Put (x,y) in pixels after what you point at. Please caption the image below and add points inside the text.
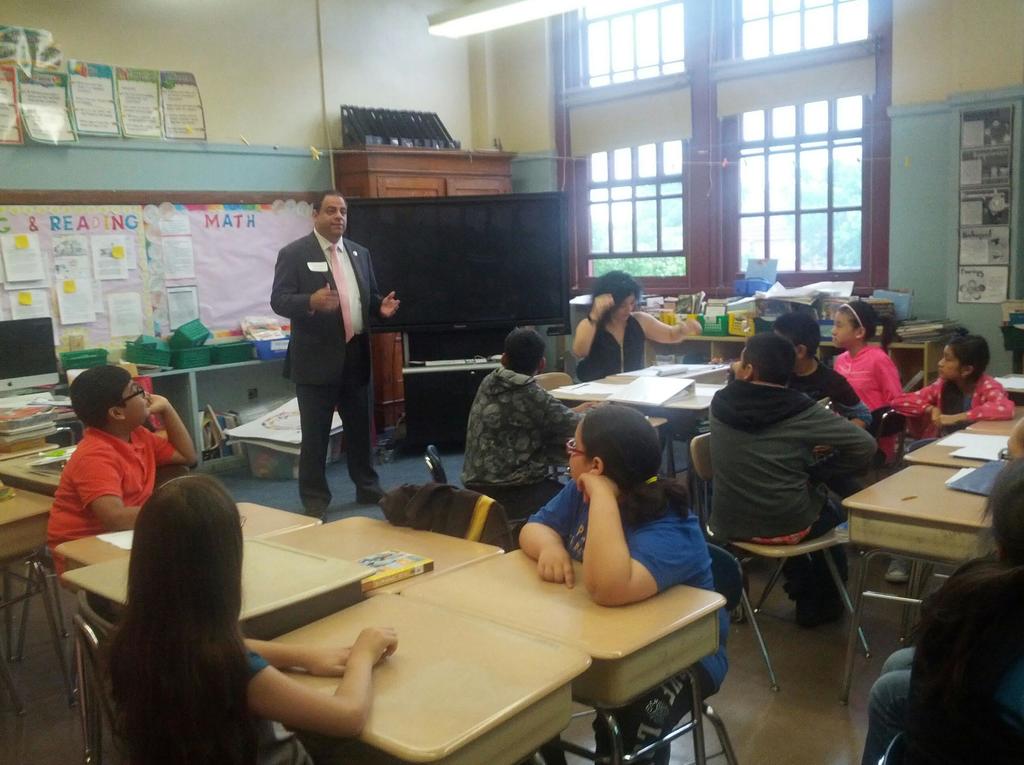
In this image I can see a person (359,313) wearing white shirt (352,271), pink tie (343,272), black blazer (309,274), black pant (312,411) and shoe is standing and I can see few children (471,427) sitting on chairs (733,586) in front of tables (512,591). On the tables (690,401) I can see few files (662,394) and few papers (958,478). In the background (978,45) I can see the wall (942,118), the window (803,124), the cabinet (467,189), a light (524,15), few posters (18,41) attached to the wall (149,57), a monitor (20,326) and few baskets (189,337).
